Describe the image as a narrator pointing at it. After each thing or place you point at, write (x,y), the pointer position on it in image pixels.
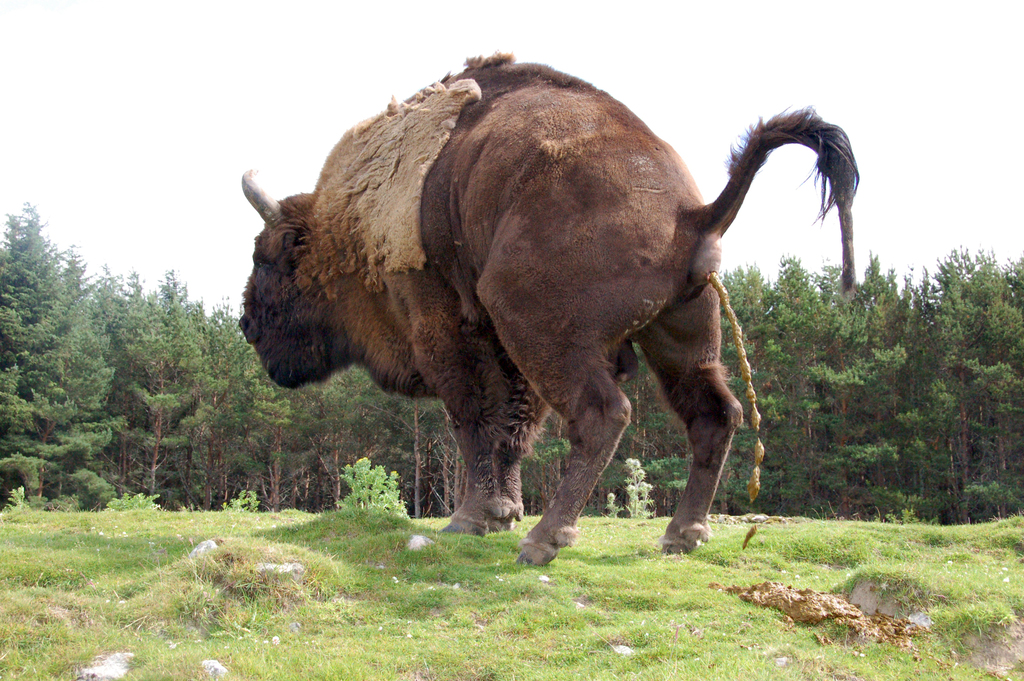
This brown color animal (543,262) is highlighted in this picture. Far there are number of trees (968,347). Grass (927,547) is in green color. Sky (1006,69) is in white color.
